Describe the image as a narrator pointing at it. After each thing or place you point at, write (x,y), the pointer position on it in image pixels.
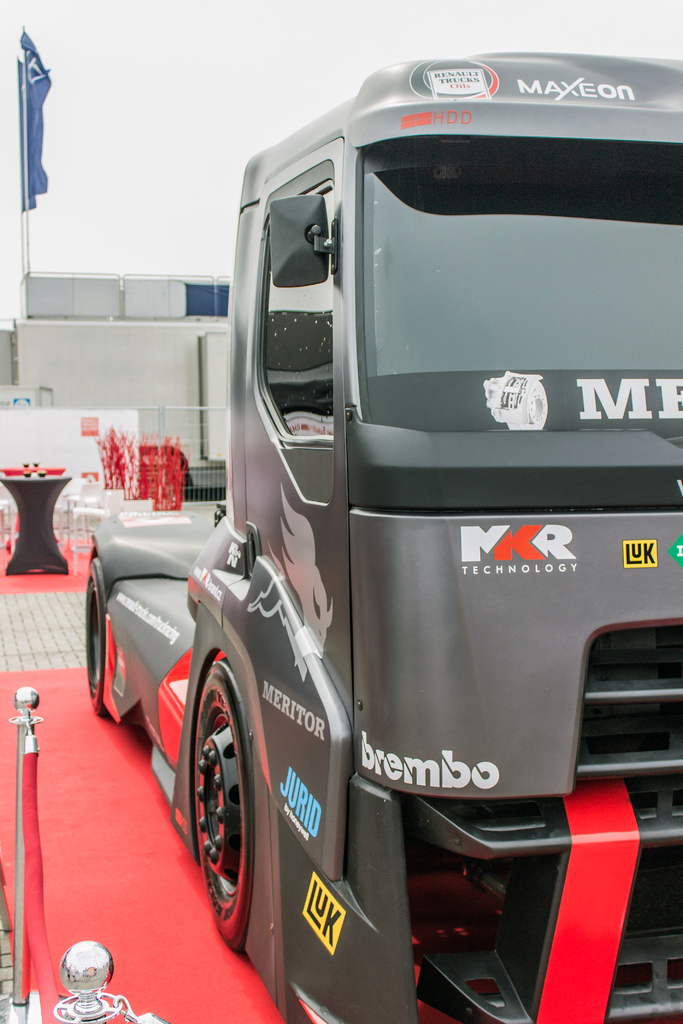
There is a truck (493,539) on the red carpet (105,854).
